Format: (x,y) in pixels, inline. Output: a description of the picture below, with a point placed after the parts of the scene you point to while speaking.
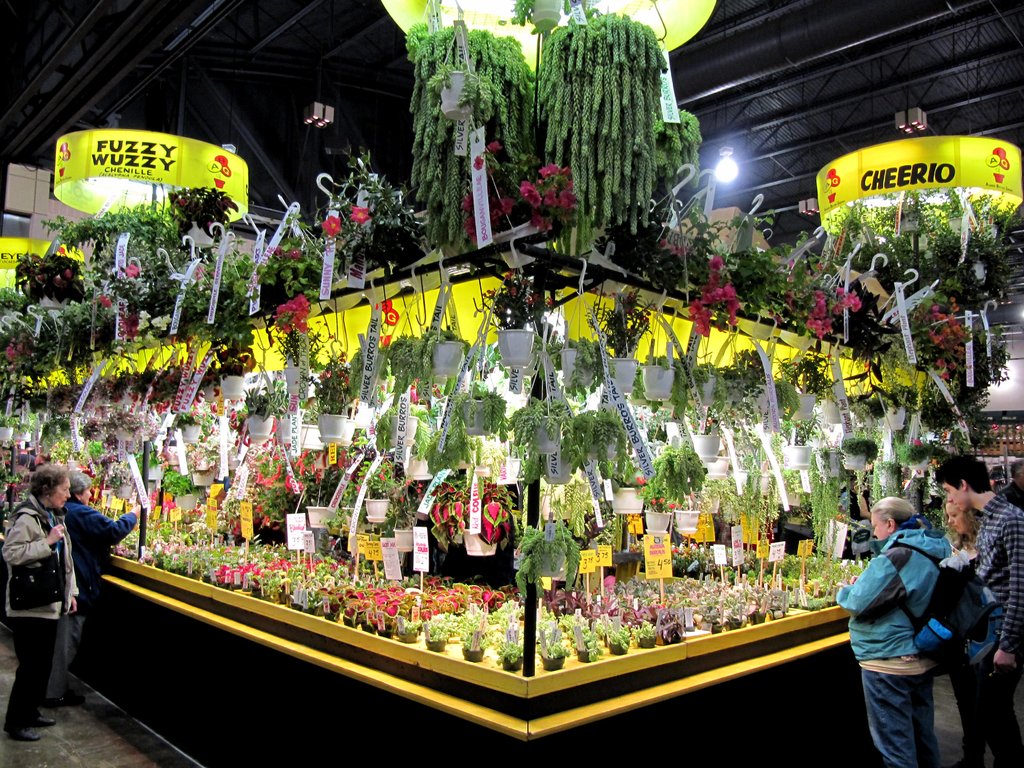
In this picture I can see some plants (609,619) are placed in one area, we can see few people (909,629) are standing beside and watching and also we can see some lights (734,166) to the roof (972,20).
